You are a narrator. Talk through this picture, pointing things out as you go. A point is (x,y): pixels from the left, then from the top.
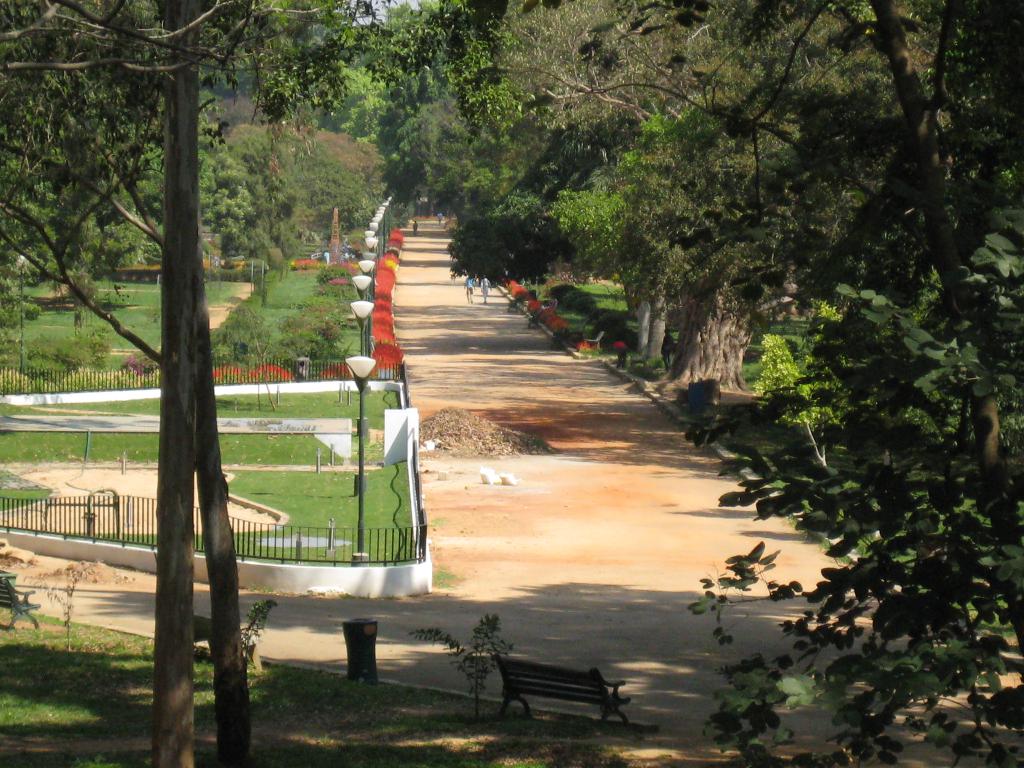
In this picture we can see the park (602,226). In the center (362,318) i can see many street lights (370,313), plants (394,340), grass (294,449) and fencing (415,468). Beside that there are two persons (478,282) were walking on the street (554,424). In the background (819,105) we can see many trees (69,215). At the bottom (583,696) there is a bench (599,701), beside that there is a dustbin (370,672).
